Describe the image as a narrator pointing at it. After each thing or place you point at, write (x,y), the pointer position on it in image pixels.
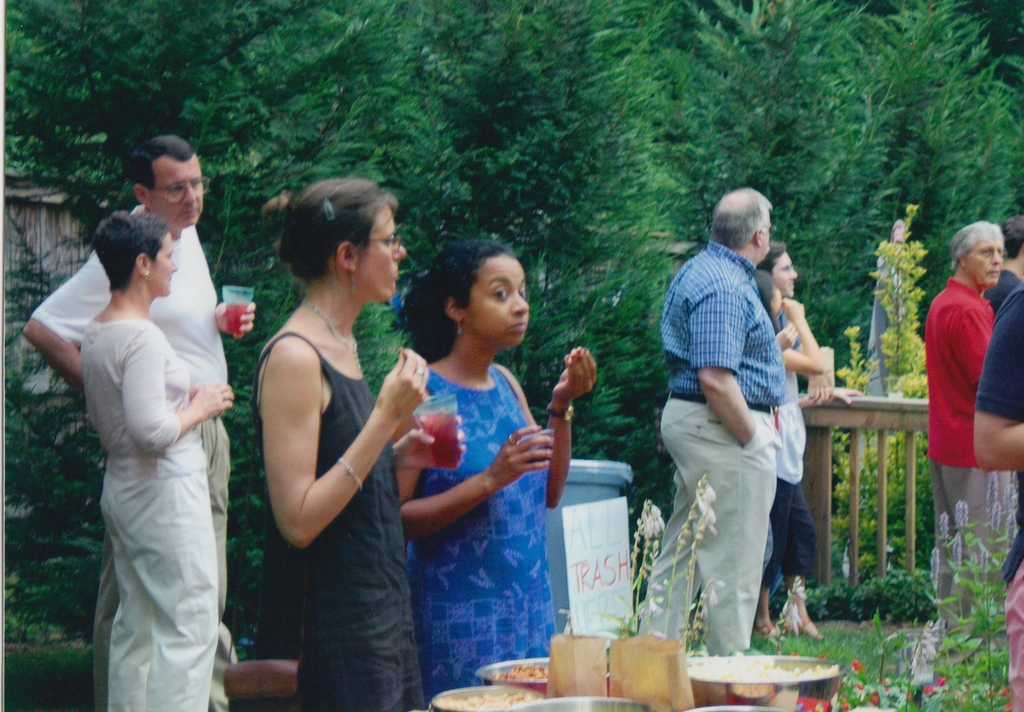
In this image we can see there are so many people (160,501) standing together with juice glass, in front of them there are so many dishes (561,702) with food items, also there are so many trees (32,509) at back (97,94).
